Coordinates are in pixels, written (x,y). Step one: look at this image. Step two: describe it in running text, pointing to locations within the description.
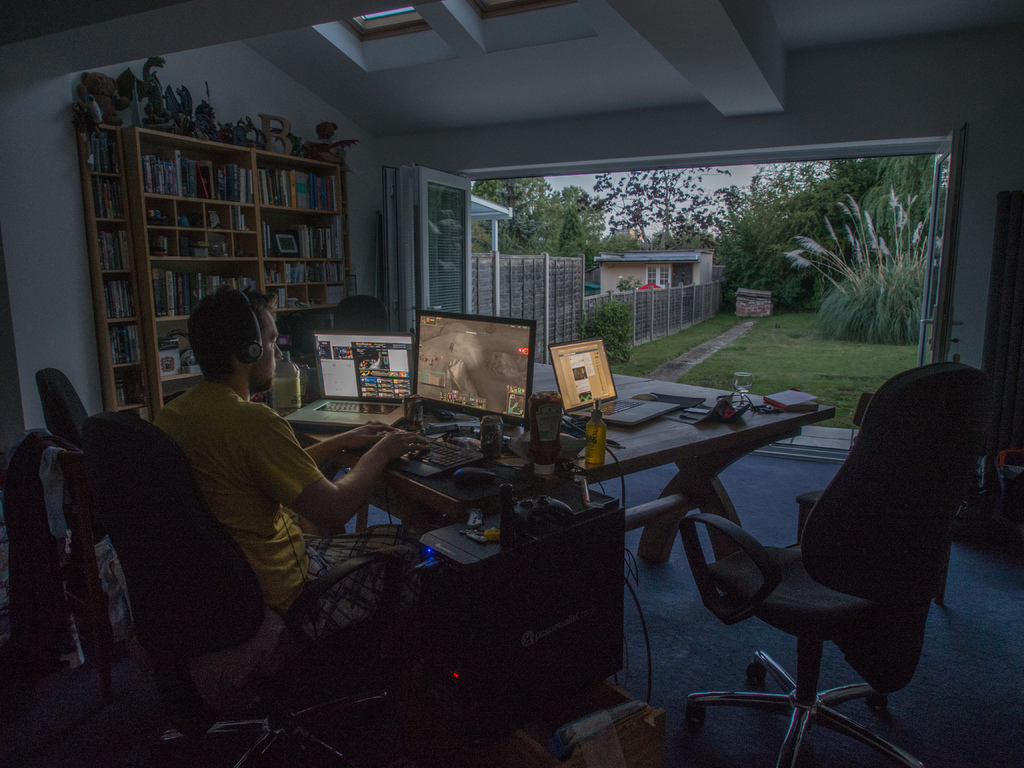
there is a person (285,452) in a room (307,430) working in a laptop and a system (518,323) which is present in front of him on the table (406,479) there is also a garden (802,271) near by.
